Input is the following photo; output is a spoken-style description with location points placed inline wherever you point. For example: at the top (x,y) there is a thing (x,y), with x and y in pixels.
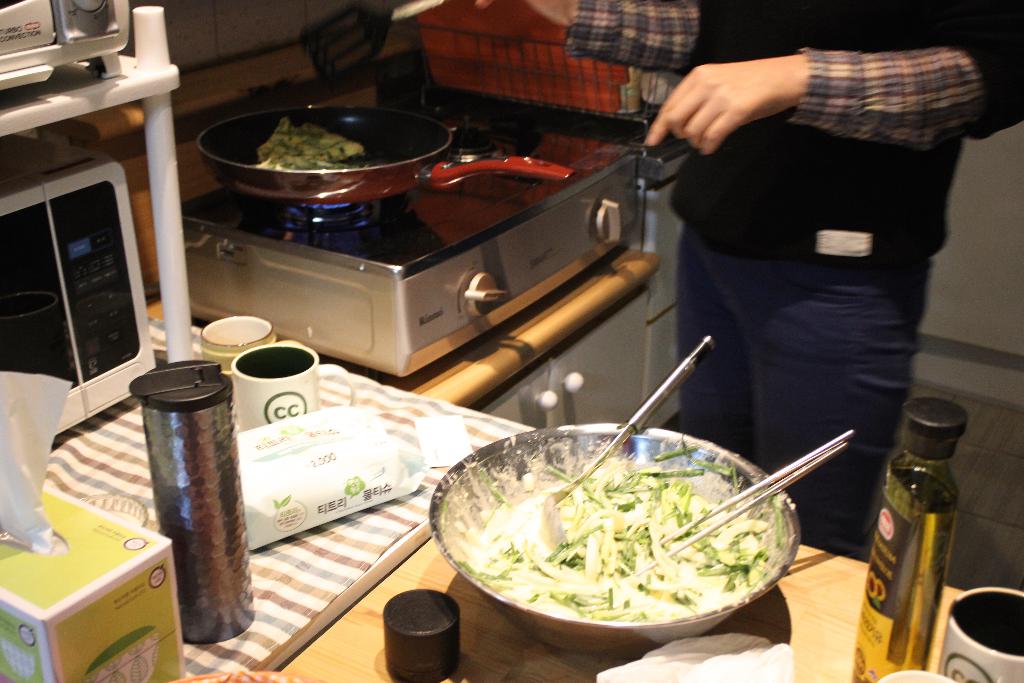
In this image, we can see a table (460,681), on that table (468,608) there are some bottles (883,620) and there are some cups (276,383), at the left side (125,380) there is a white and black color microwave oven (102,396), there is a gas stove (317,337) and there is a frying pan (301,192) on the stove (417,196), there is a person (797,233) standing and he is cooking some food (304,143).
